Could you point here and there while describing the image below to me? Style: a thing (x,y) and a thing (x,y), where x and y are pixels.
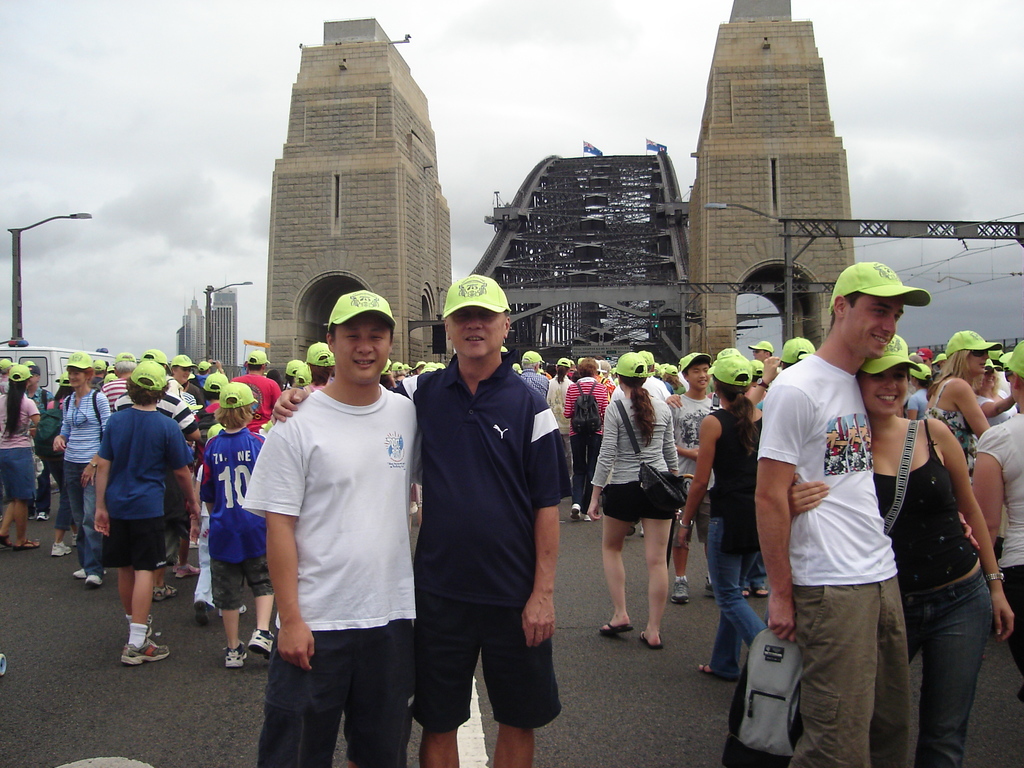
In this image, we can see a group of people (453,554) are standing on the path (463,740). Few people (150,593) are walking. Background (609,185) we can see light poles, bridge (670,334), buildings (214,337), walls (742,278) and cloudy sky (876,206).
